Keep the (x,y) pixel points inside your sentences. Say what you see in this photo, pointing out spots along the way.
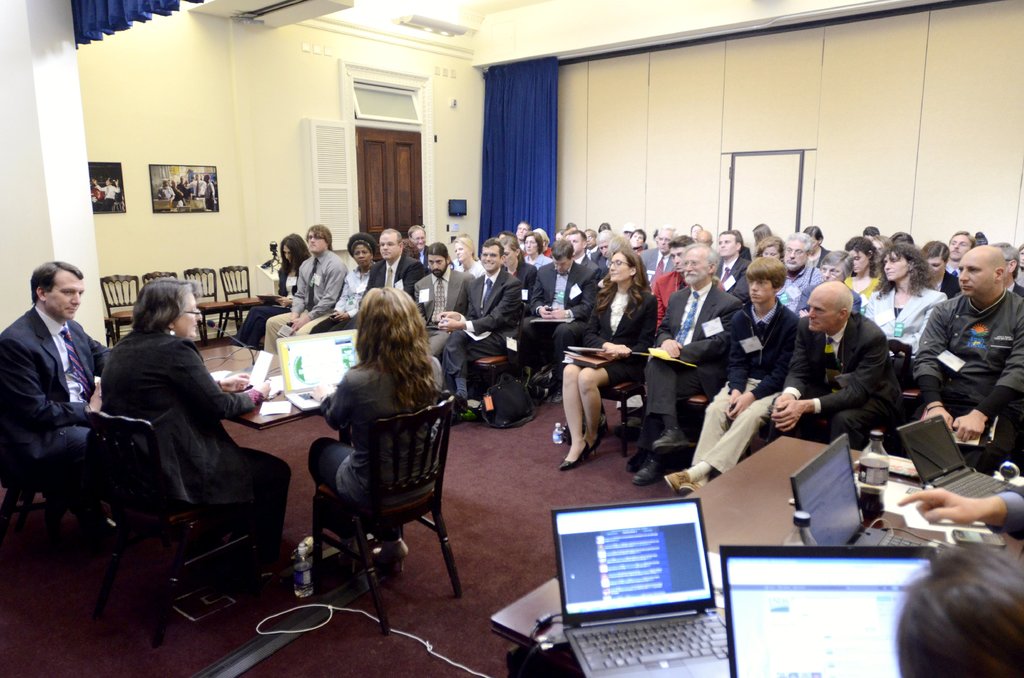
In this picture we can see a group of people (286,318) on the ground (551,487) and they are sitting on chairs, here we can see tables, laptops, bottles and some objects (388,632) and in the background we can see chairs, wall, curtains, photo frames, door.
